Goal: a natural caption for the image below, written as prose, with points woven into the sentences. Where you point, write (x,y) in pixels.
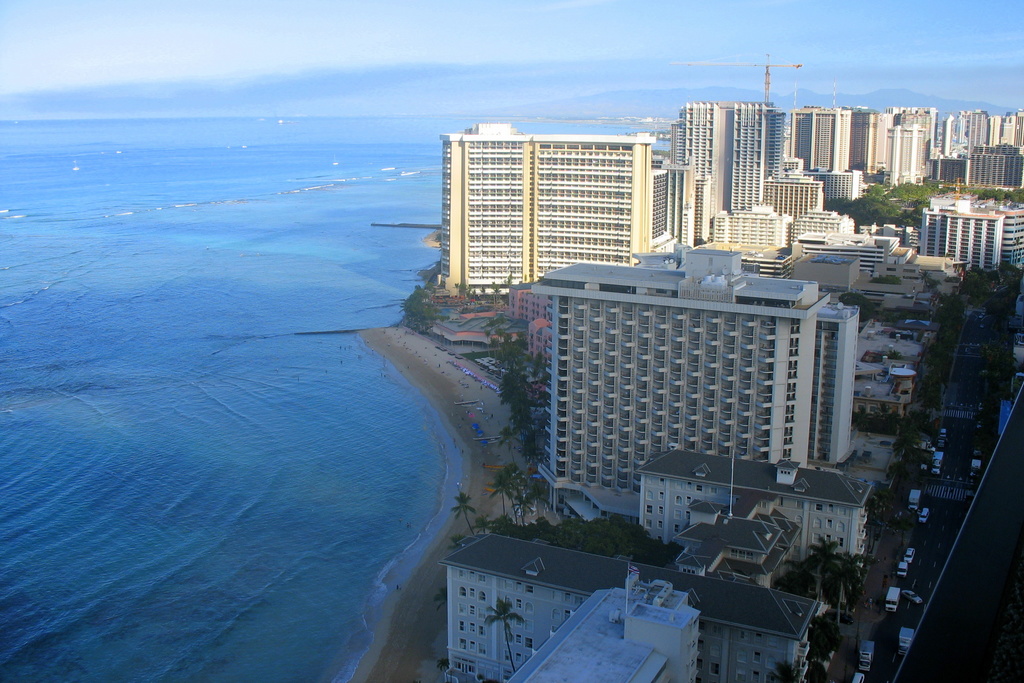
In this image we can see so many buildings (697,477), there are some trees (517,391), vehicles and water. In the background (874,85), we can see the sky (925,41) with clouds (544,76).
